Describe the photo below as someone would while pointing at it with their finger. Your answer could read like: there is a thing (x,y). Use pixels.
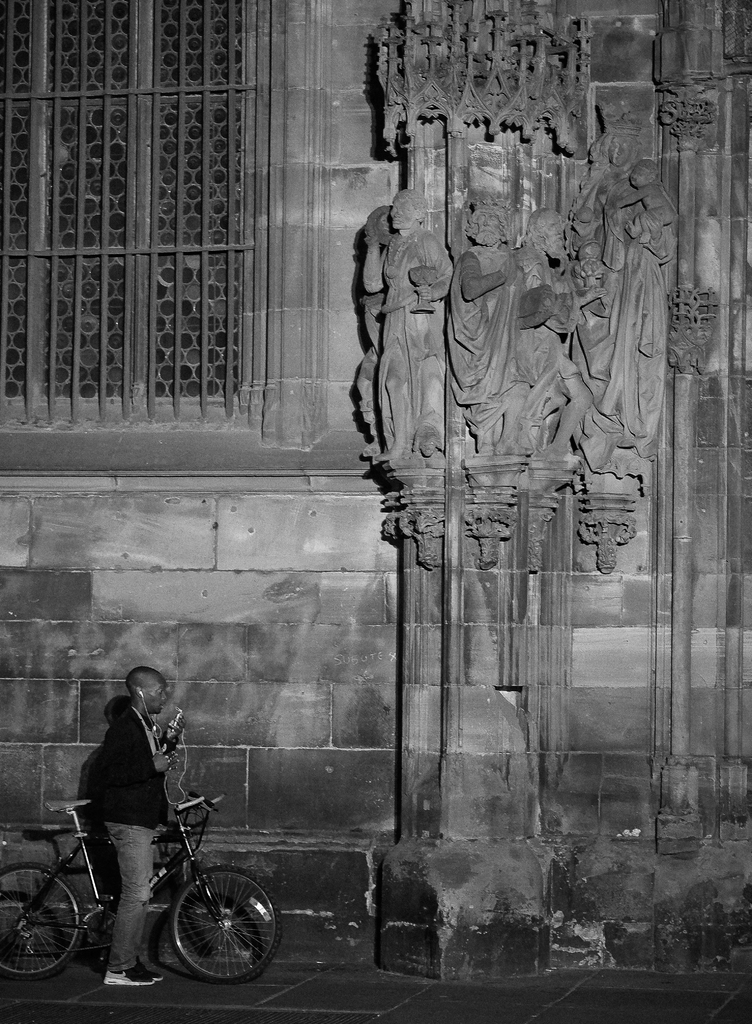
It is a black and white picture, a man (142,919) is standing on a cycle (157,884), he is wearing headphones (143,698), beside him there is a big wall (279,456), to the wall (241,579) there are giant sculptures (530,329), to the left side (208,372) there is a big window (111,188).
